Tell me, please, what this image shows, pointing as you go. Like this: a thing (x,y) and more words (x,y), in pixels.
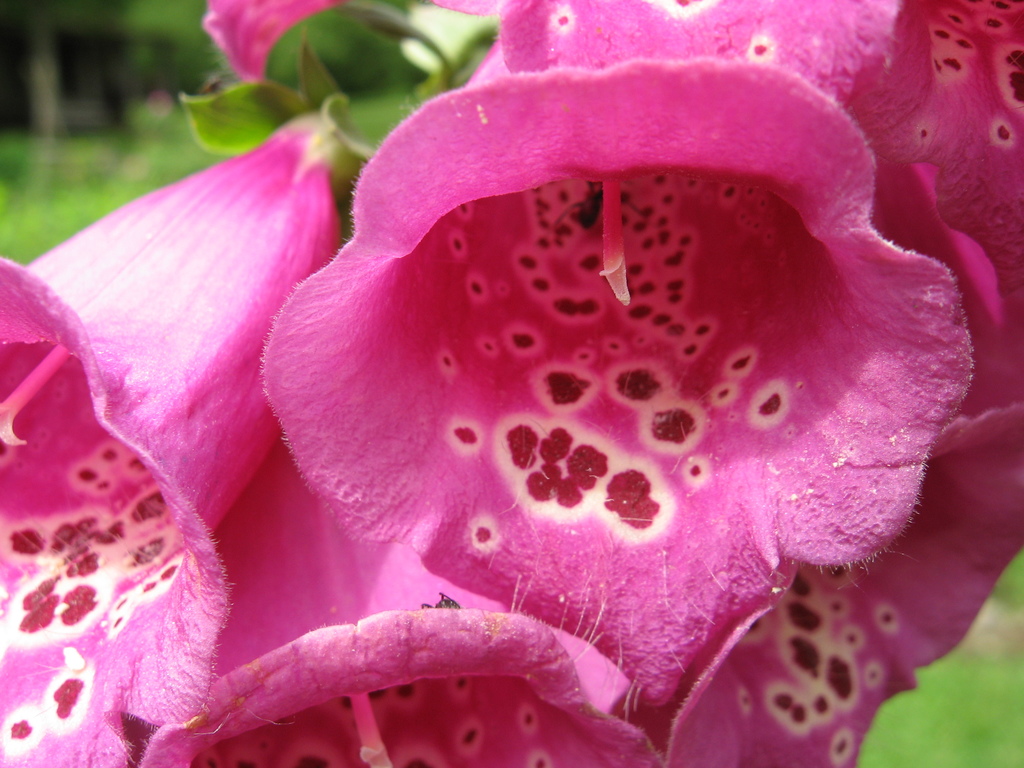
In this picture I can see pink flowers (408,287), and there is blur background (106,119).
